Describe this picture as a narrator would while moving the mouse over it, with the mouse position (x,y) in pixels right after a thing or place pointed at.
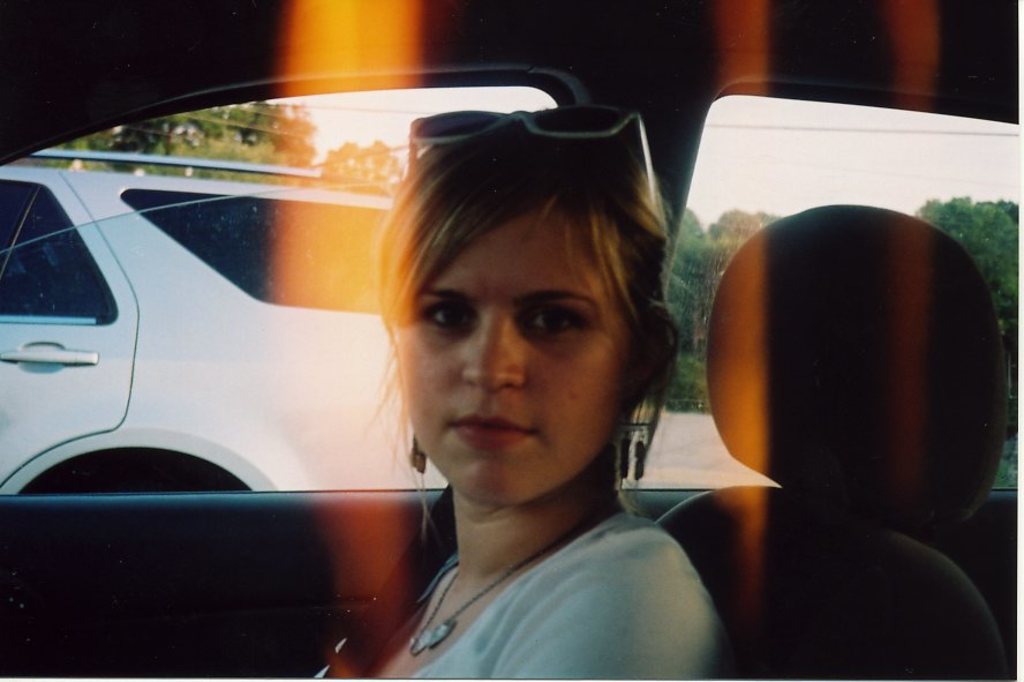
Here we can see a woman (558,167) sitting in the car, and at back (303,251) here the car (283,225) is travelling on the road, and at here are the trees (233,133) and at above her is the sky (792,167).
